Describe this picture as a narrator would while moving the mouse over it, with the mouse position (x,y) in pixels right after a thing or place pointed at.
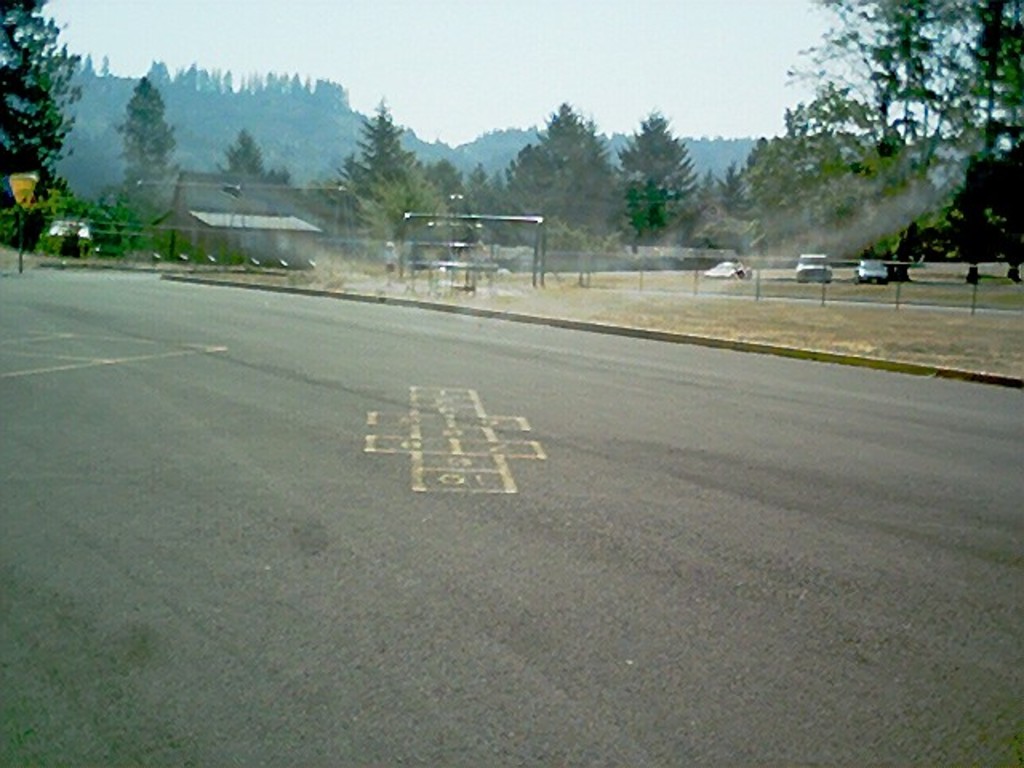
In this picture we can see the road (302,372), fence (676,272), vehicles (717,267) on the ground (699,299), trees (609,168), house (235,246) and in the background (436,70) we can see the sky (317,23).
